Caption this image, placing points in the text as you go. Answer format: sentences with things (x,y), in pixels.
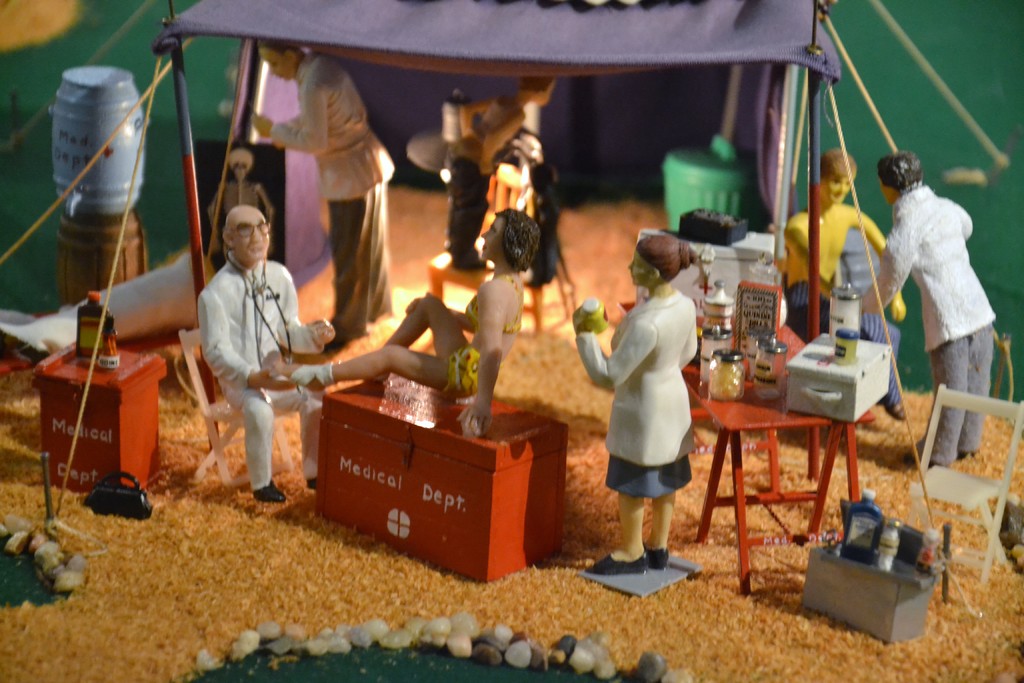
In this picture there are few toys (424,299) of persons (455,178) where a toy (426,367) is on a box (435,477) which has medical dept written on it and there is a table (768,410) which has few objects (741,311) placed on it in the right corner (772,323) and there is a tent (566,71) above them which is in violet color and there are some other objects (108,121) in the background (88,184).
